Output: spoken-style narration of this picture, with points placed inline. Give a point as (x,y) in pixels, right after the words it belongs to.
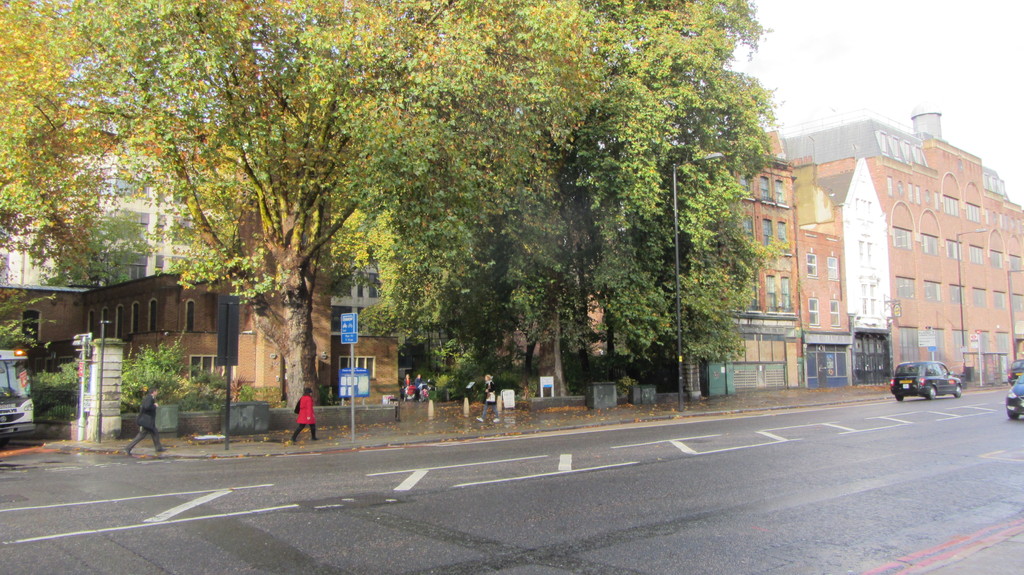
In this image there are vehicles (917,381) moving on a road (498,518) and people (138,437) are walking on a footpath (287,432) and there are poles (226,444), trees (672,364), buildings (923,272).
